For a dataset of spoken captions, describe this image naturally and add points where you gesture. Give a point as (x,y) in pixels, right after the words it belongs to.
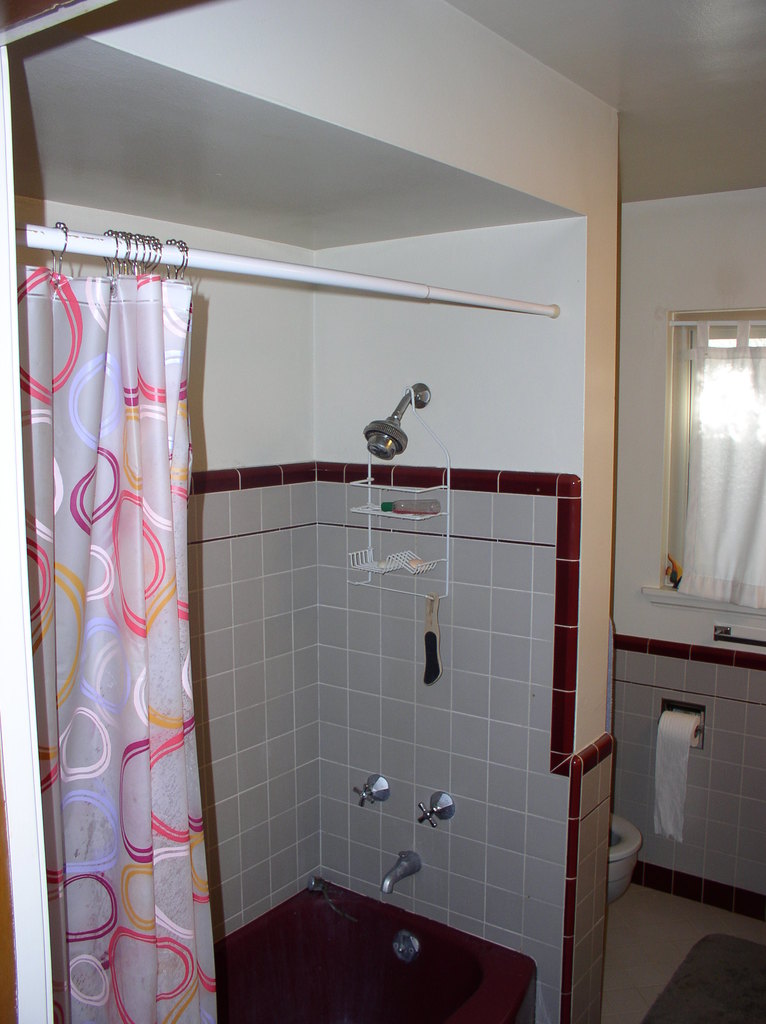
This image is taken inside the washroom (455,793). In the front (87,540) there is a curtain (103,817), in the center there is a bath tub (412,971) on the wall (388,581) there are taps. In the background (615,889) there is a commode (629,864) and there is a paper (686,747), there is a window (728,507) and on the window (743,479) there is a curtain (731,513) which is white in colour. On the floor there is a mat (724,974).
